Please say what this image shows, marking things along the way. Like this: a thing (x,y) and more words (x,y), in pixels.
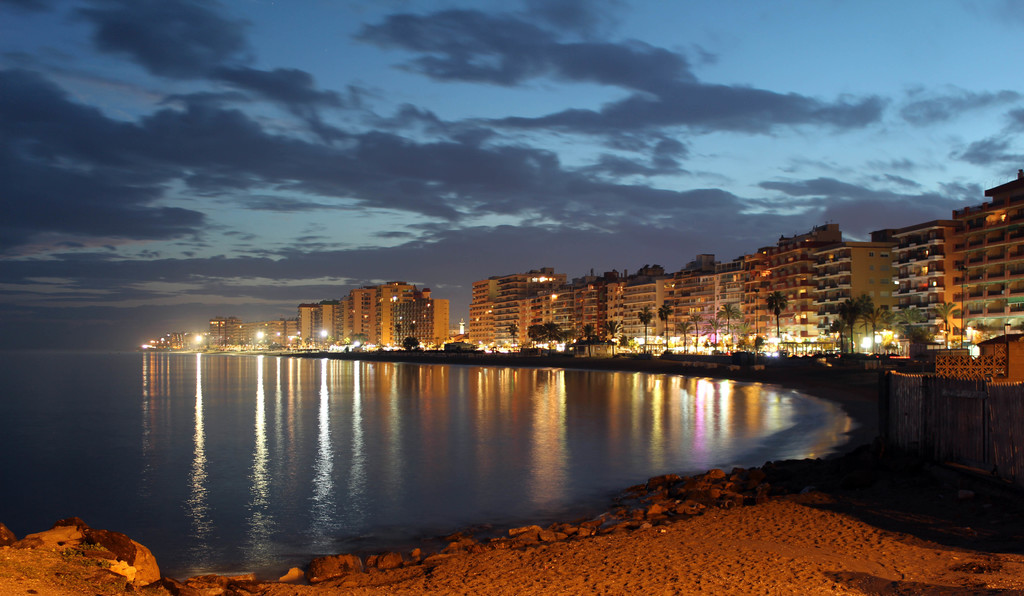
In the image there is a sea (280,430) and around the sea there are many tall buildings (582,319), trees (727,329), street lights (199,336) and it is a beautiful view of the city (830,322).
